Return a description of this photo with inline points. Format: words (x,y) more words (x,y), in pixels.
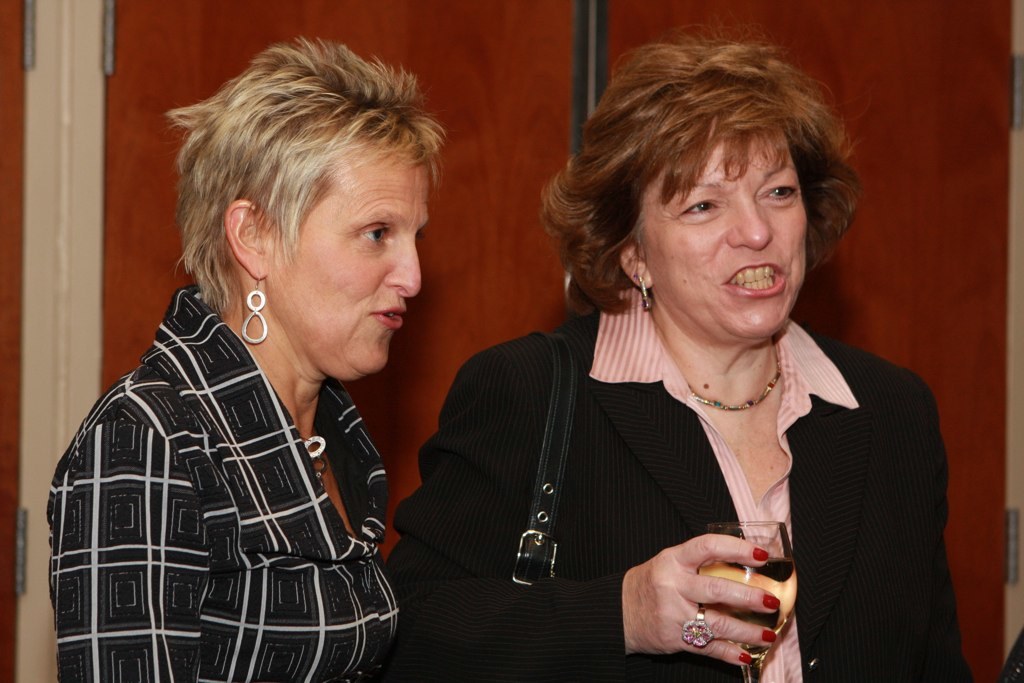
In this image I can see two persons (497,511) standing. The person (689,511) at right (689,511) wearing black blazer (699,499), pink and white color shirt (605,349) and holding a glass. The person (188,518) at left (188,518) wearing black and white shirt (205,517), background (190,48) I can see the wall (400,35) in brown color.
